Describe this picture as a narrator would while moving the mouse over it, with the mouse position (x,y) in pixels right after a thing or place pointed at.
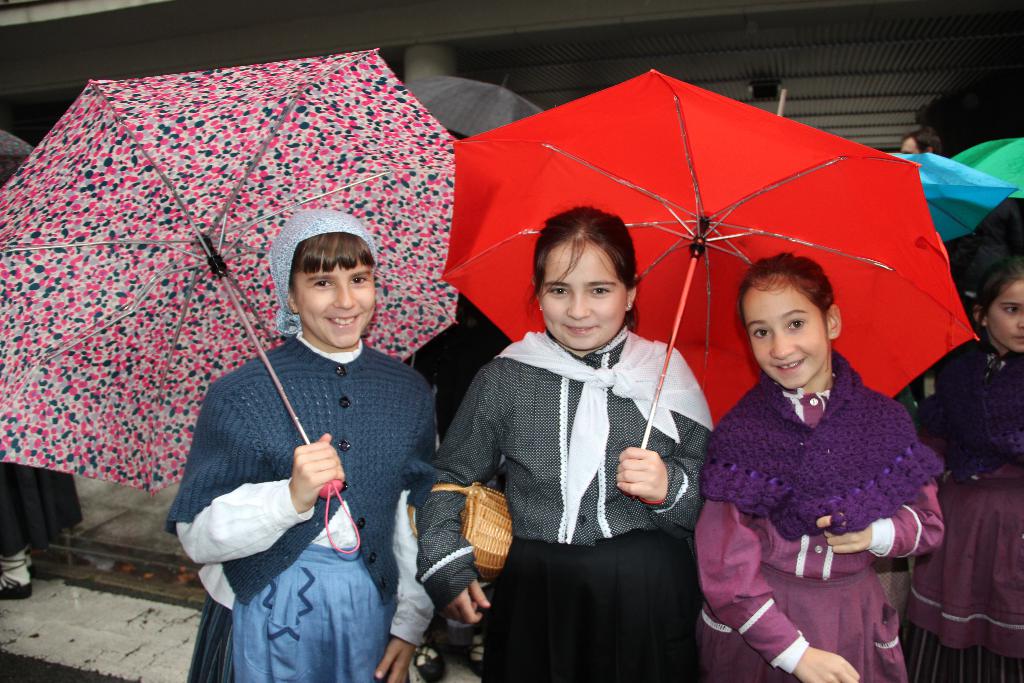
There are four children (711,430). Girl (366,511) on the left side (341,507) is holding an umbrella (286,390) and wearing a scarf (302,232). Middle girl (530,369) is wearing a scarf (592,374) and holding an umbrella (656,318) and a wooden basket (493,504). In the back (440,96) there are many other umbrellas (459,94). Also there is a building (538,32).
